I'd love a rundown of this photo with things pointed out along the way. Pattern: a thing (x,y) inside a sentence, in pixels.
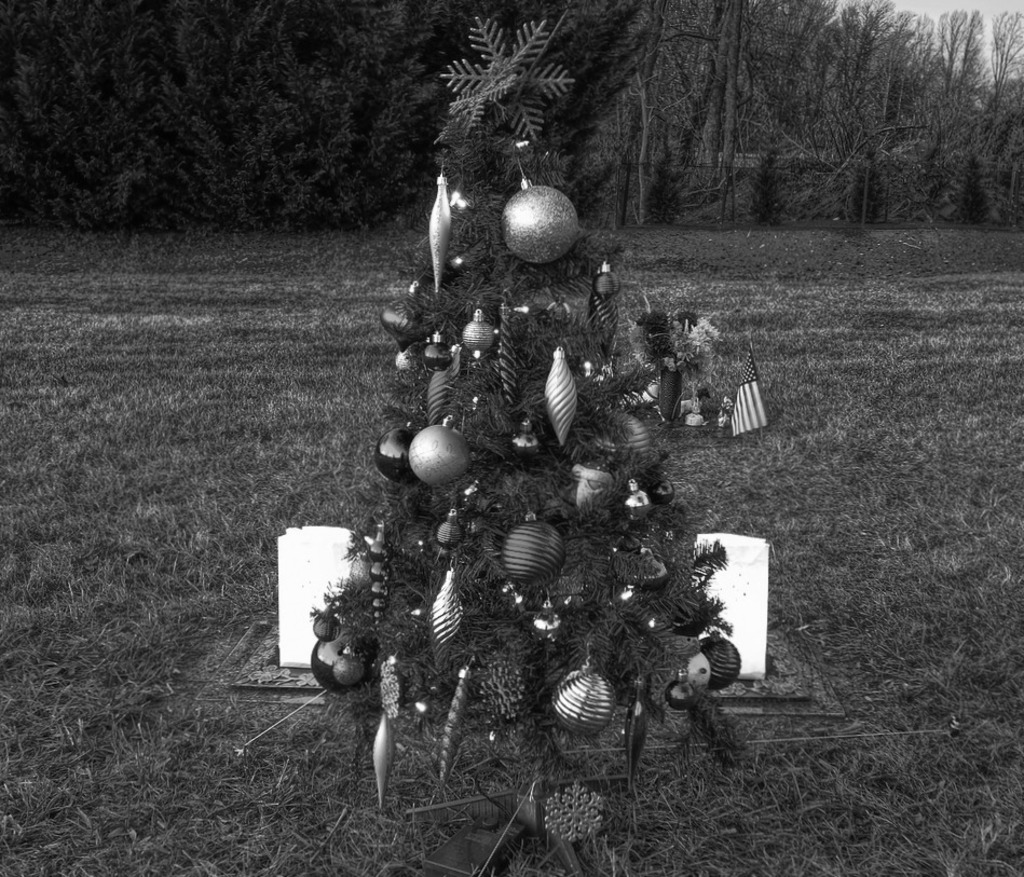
In this black and white picture we can see a Christmas tree (415,538) on a grass field (696,457) surrounded by many trees (654,115).
